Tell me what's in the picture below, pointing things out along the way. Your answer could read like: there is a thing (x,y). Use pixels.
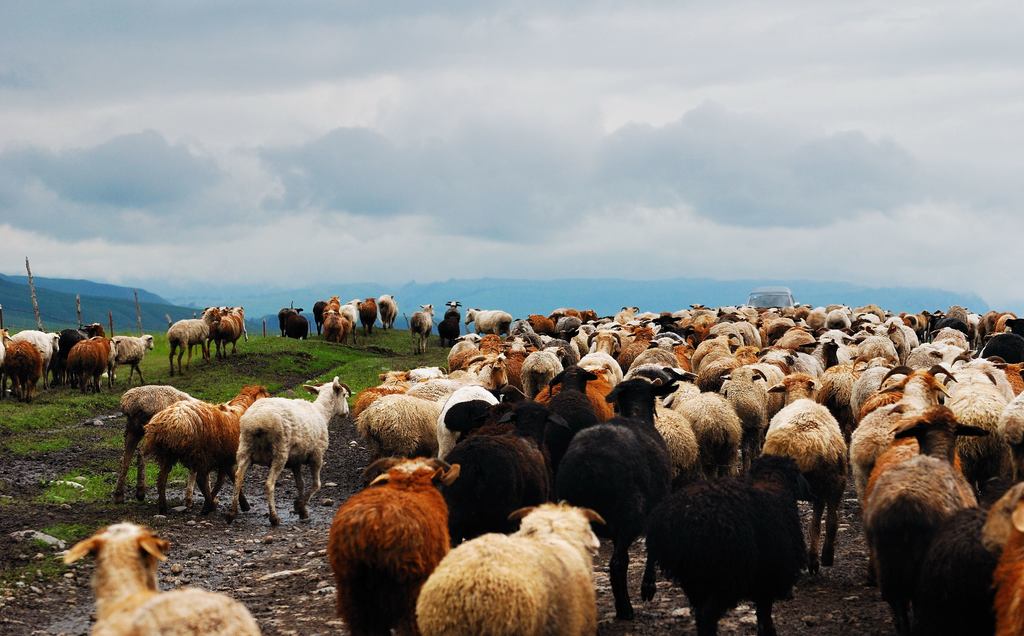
In this image I can see group of animals (633,415). They are in black, white and brown color. Back Side I can see mountains (554,296) and wooden logs (35,288). The sky (227,88) is in white color.
